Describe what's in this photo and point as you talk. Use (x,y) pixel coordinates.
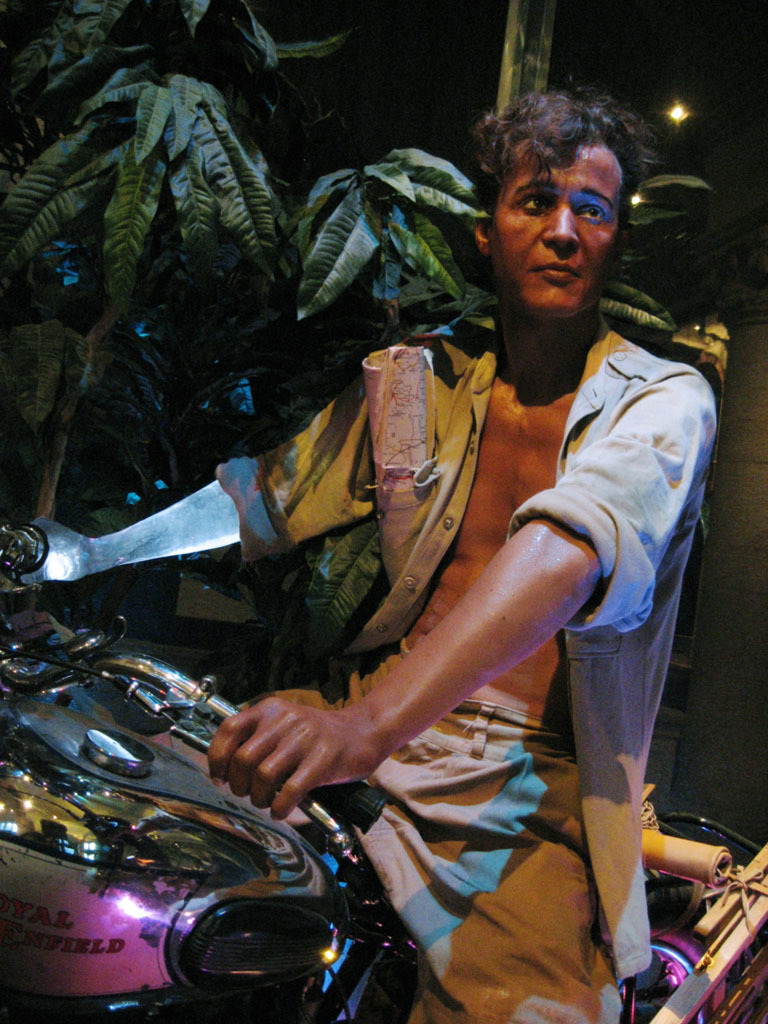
In this image we can see a man (486,700) is sitting on a motorbike (687,919), beside there is a tree (195,136), at the back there is a light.
